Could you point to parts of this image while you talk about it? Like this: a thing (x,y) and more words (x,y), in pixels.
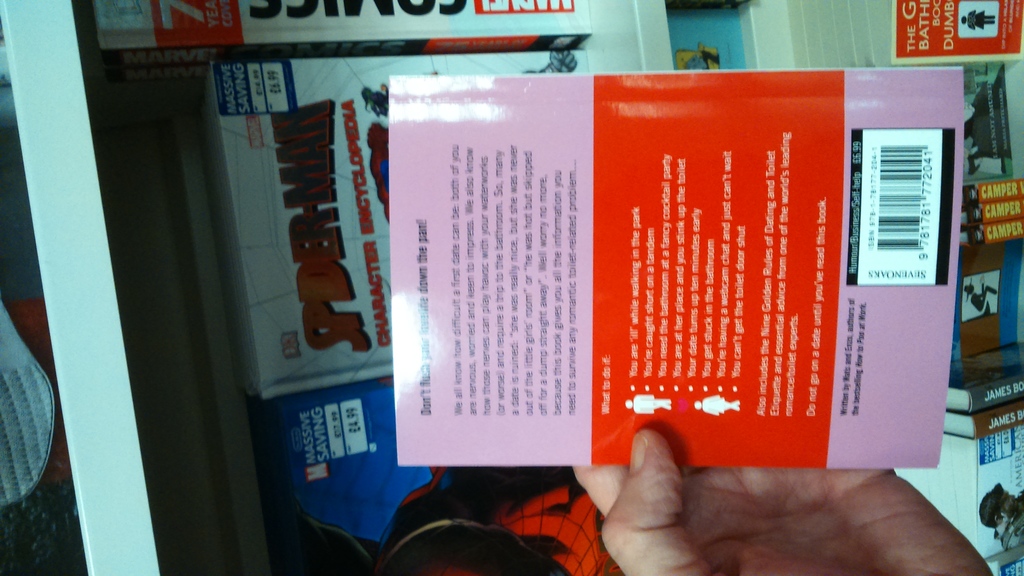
In the picture there is a person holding a book (518,266) with the hand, there are books (380,233), there is some text (488,7).
